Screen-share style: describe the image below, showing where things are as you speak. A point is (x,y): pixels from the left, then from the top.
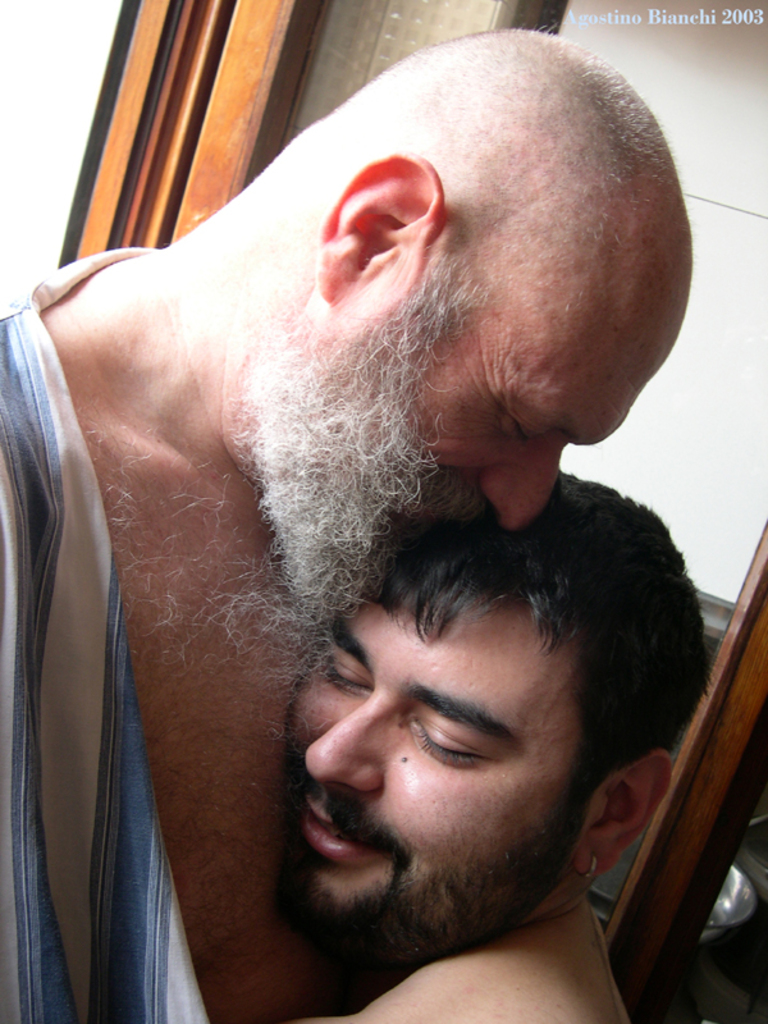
In this image I can see there are two men (409,733). In the right hand side (610,18) top there is the watermark (715,15).
